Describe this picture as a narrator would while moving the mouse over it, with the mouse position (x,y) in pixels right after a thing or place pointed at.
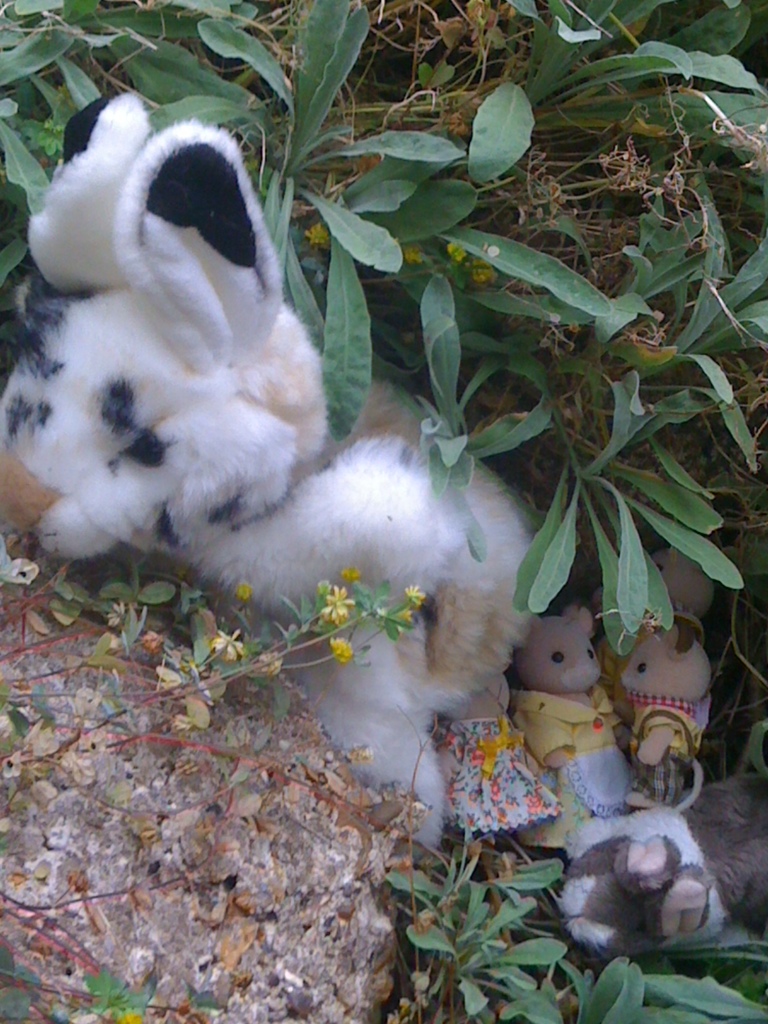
In this picture we can see toys (651,810) on the ground (458,964), here we can see a stone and in the background (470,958) we can see plants (621,309).
